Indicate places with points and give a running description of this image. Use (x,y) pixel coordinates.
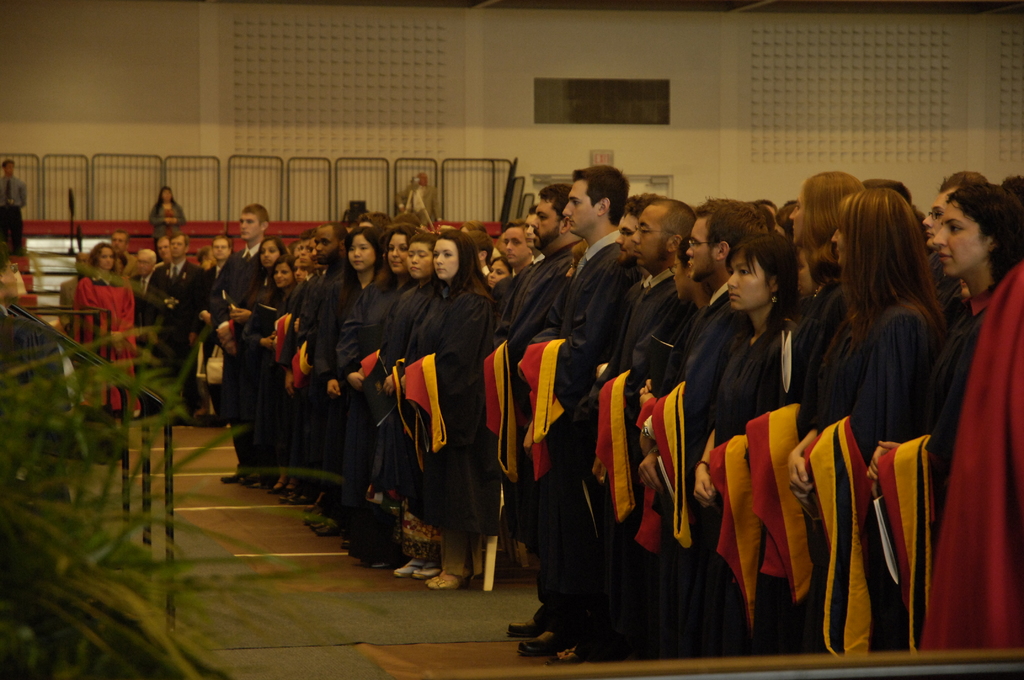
In this image there are some persons (489,485) standing as we can see in middle of this image (396,317) is wearing graduation coats (722,407) and there is a wall (333,128) in the background (445,130) and there is one plant (172,564) at bottom left corner of this image (111,597).
